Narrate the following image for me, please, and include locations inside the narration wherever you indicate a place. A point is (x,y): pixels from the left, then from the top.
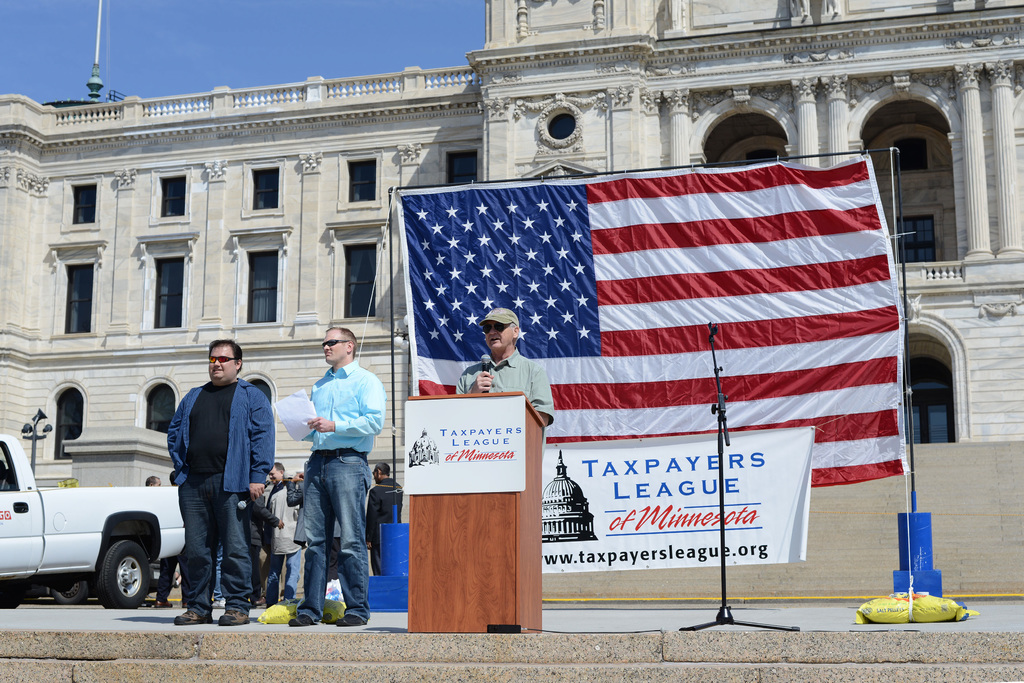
In the picture we can see a old building (932,186) with windows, pillars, and in front of the building (39,328) we can see a flag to the stand (930,521) and in front of it we can see a man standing near the desk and talking and beside him we can see two people (191,611) are standing and beside them we can see a vehicle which is white in color and in the background (56,32) we can see a sky (173,0).
